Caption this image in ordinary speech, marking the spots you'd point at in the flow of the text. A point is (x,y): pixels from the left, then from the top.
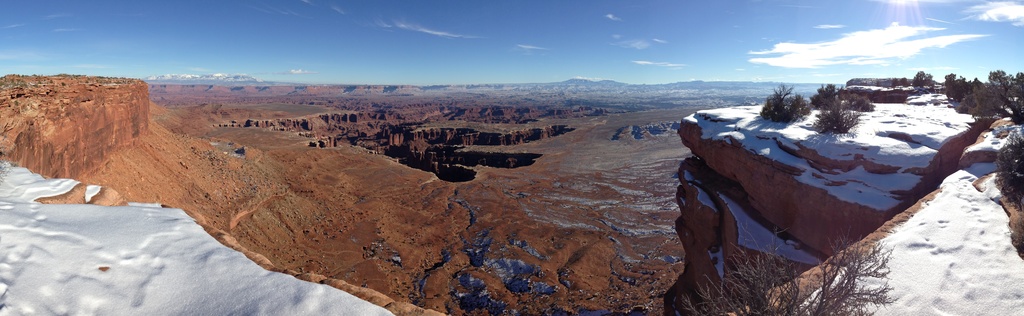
There are hills (374,134). On the right side (825,112) there are trees (849,105). On the ground (951,197) it is covered with snow (847,175). Also on the left side (60,210) there is snow (131,265). In the background (341,58) there is sky (645,34) with clouds (825,52).
